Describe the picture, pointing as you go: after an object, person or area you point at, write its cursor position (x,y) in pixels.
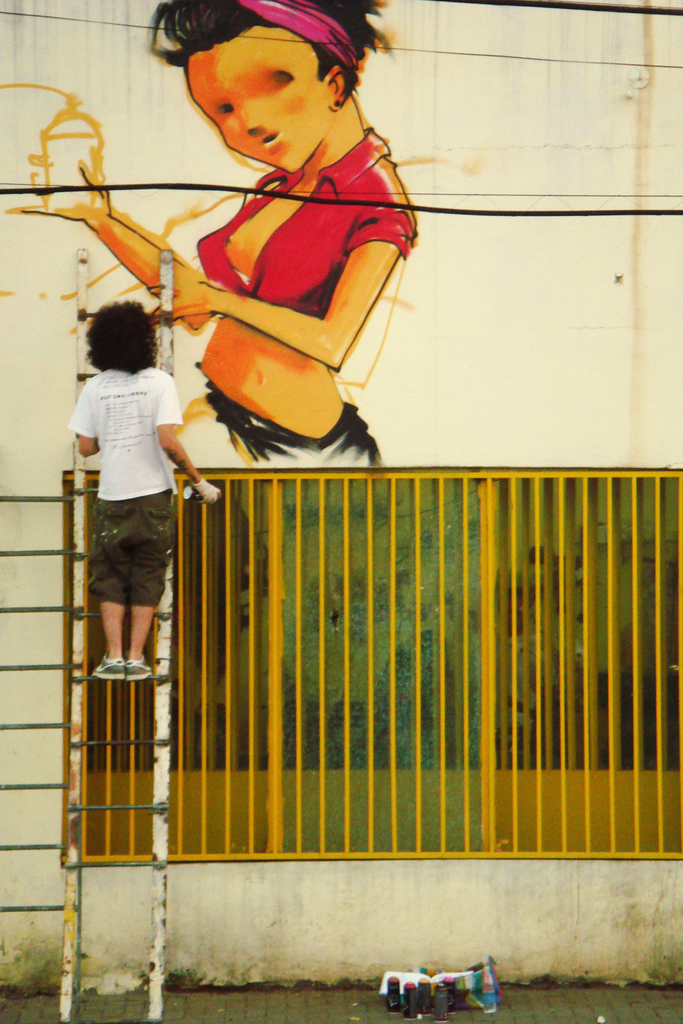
In this image we can see a boy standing on a ladder (167,675) holding a tin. We can also see a metal fence (371,486) and the painting (337,308) on a wall (363,446). On the bottom of the image (441,989) we can see a paper (448,978) and some tins (441,998) on the ground (313,1021).
